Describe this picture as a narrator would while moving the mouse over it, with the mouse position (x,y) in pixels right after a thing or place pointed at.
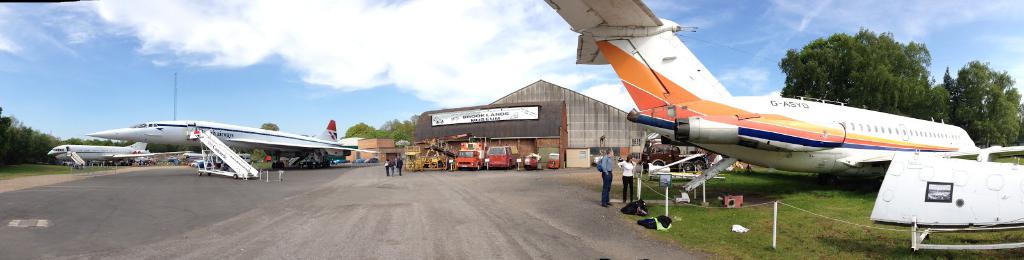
In this image on the right side (751,153) there is an airplane (794,136) which is white in colour with some text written on it and there is grass (826,191) on the ground (804,188), there are trees (898,93) and there are persons (630,174) standing and there is a pole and there is an object (987,196) which is white in colour. In the background (498,134) there are vehicles (497,158), there are sheds (517,126) and on the wall (541,125) of the shed (521,119) there is some text (510,119) written on it. There are persons (397,164), there is a house (363,140) and there are airplanes (115,154), trees (376,132) the sky (289,129) is cloudy.
